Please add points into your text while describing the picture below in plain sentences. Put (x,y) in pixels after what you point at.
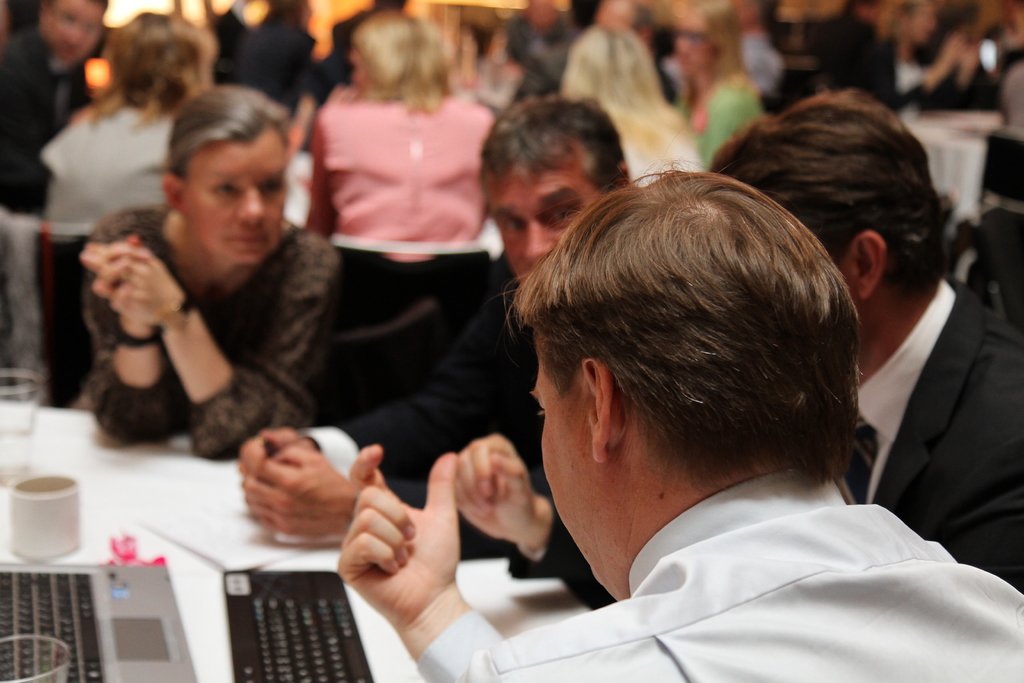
In this image we can see a group of persons (551,376) sitting on chairs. We can see a few tables (119,511) in the image. In the bottom left (173,616) there are few objects (49,536) on the table (104,523).
